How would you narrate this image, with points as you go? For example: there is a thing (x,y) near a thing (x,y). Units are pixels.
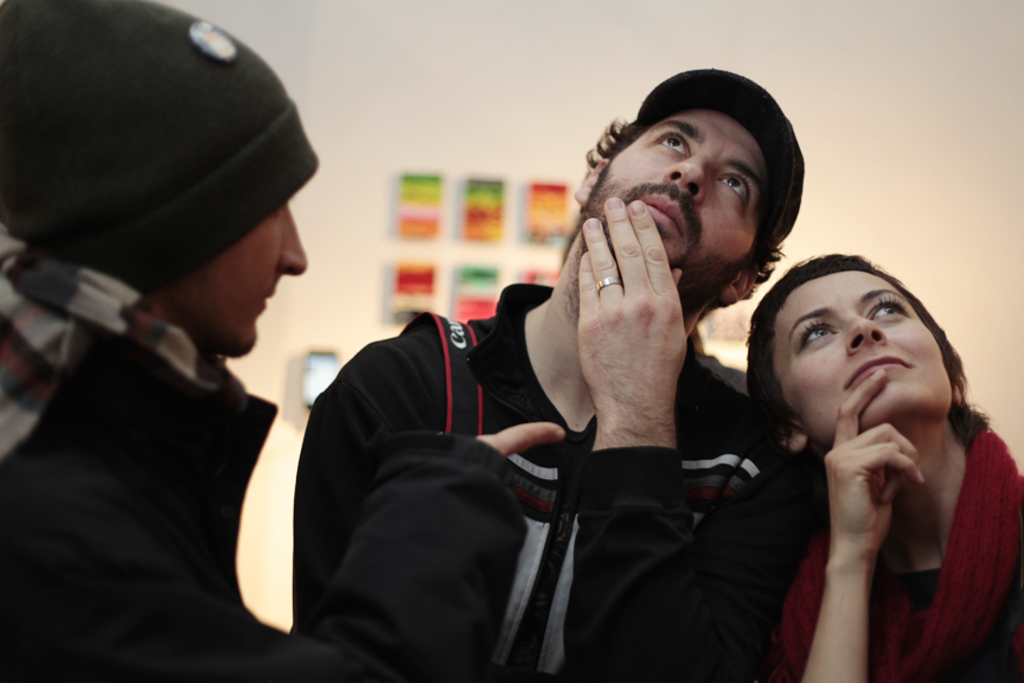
In this image I can see some people (557,471). In the background (500,221), I can see something on the wall (468,82).
